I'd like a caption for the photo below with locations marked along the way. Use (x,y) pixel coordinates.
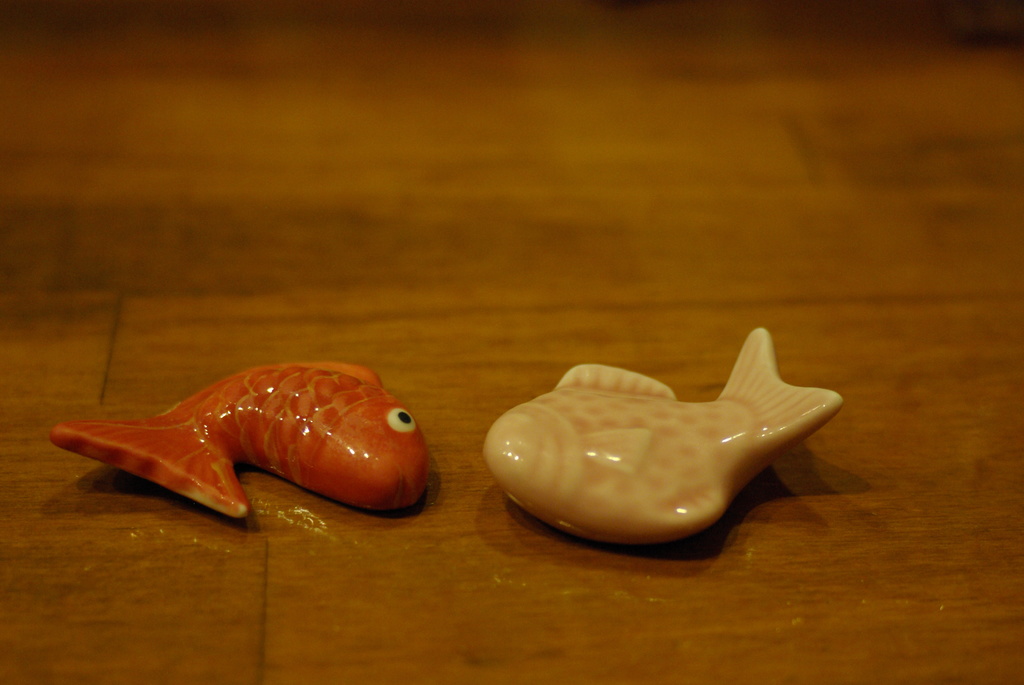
In this image, we can see fish toys (530,466) on the wooden surface (578,307).
